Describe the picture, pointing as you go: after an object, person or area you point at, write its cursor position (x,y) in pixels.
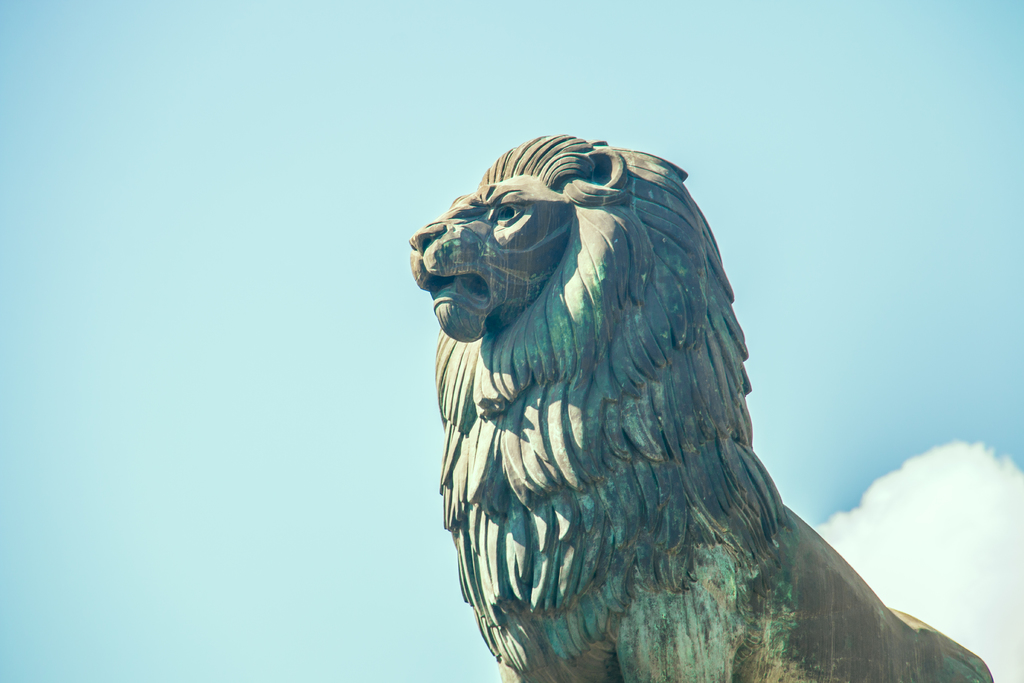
In this picture I can see there is a statue (625,443) of a lion (738,584) and it is in bronze color and the sky (258,478) is blue.
